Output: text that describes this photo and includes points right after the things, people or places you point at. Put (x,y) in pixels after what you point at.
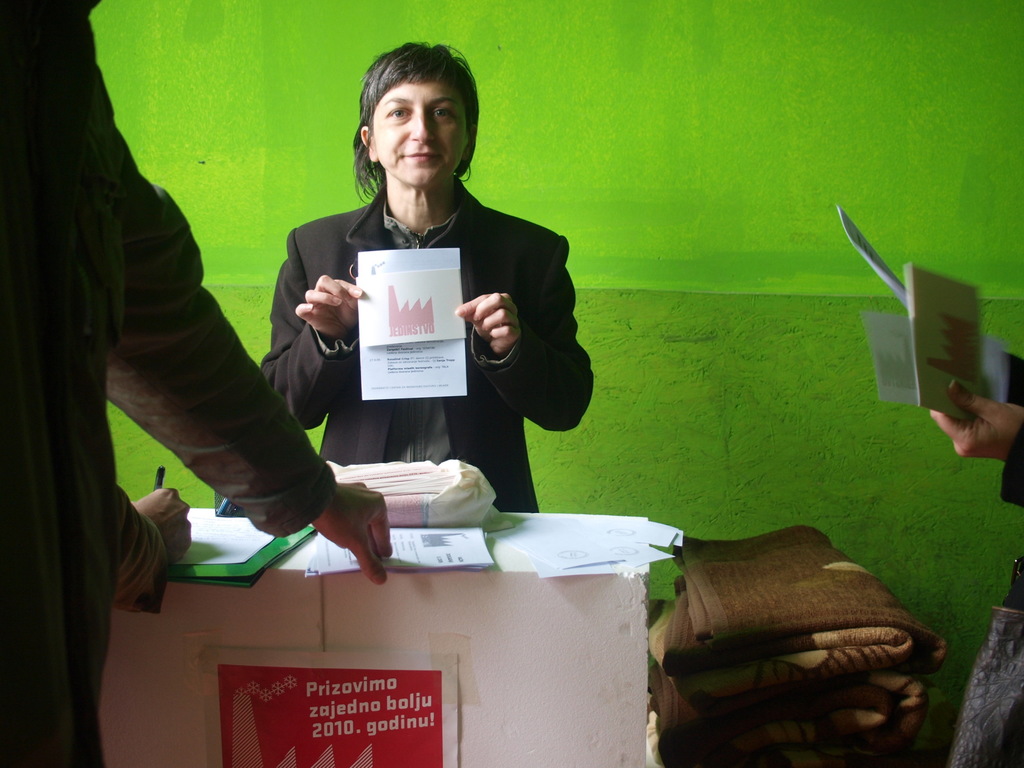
In this picture we can see one woman (350,418) is standing and holding papers (449,384), in front (561,603) there is a table (556,615) few people (148,370) are taking papers (602,552).
